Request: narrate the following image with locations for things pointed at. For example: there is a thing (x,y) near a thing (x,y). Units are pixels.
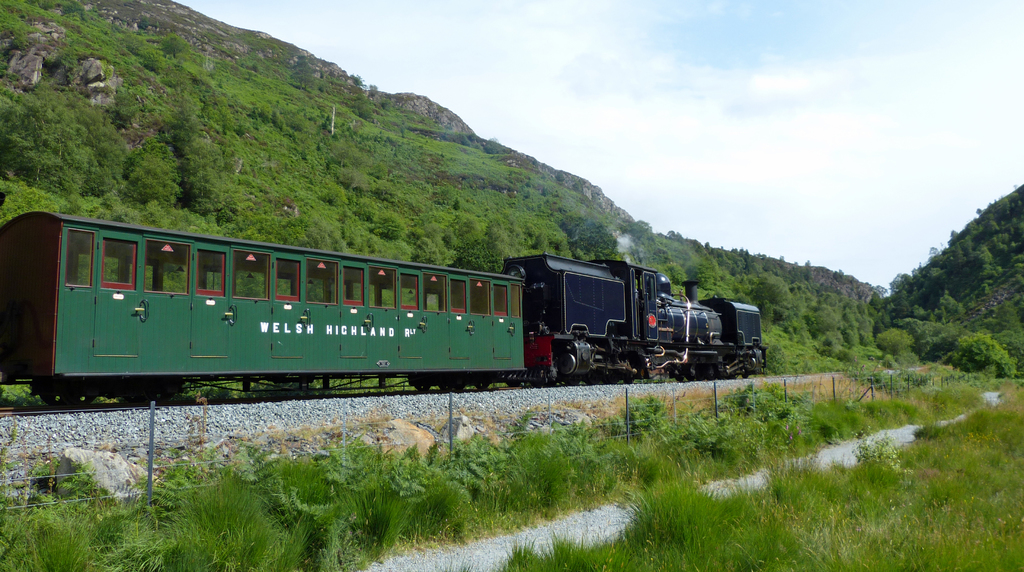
In this image we can see train (234,337) on the railway track (142,431). There is a fencing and grass (1016,540) on the land (572,423) at the bottom of the image (351,530). We can see trees (225,210) and grass (305,126) on the mountain (631,218). The sky (720,126) is covered with clouds (749,118).
